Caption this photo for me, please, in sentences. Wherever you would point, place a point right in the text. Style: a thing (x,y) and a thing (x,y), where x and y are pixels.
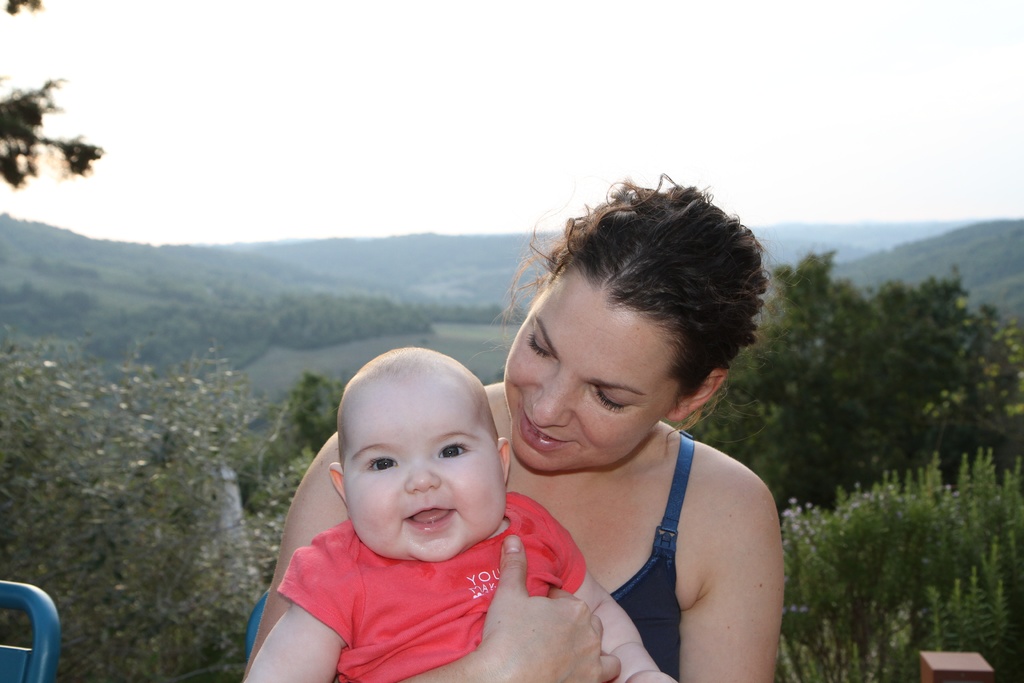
In this picture we can see a woman (450,674) holding a baby (365,614) in her hands (490,645). There is a chair (33,670) on the left side (33,670). We can see a wooden object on the right side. Few trees (86,641) are visible in the background (244,357).
